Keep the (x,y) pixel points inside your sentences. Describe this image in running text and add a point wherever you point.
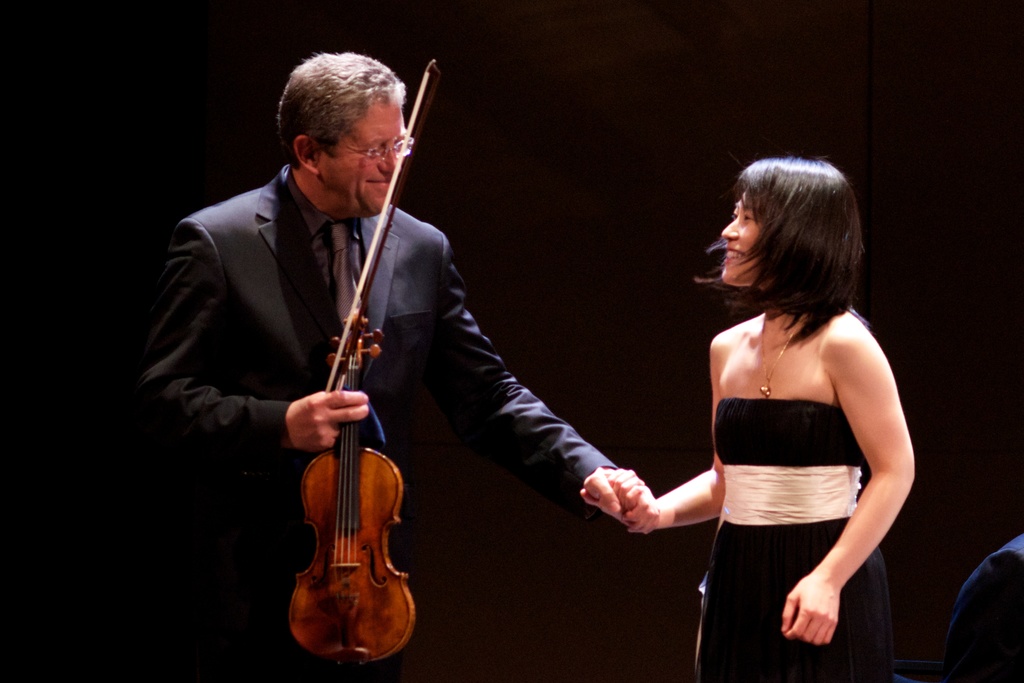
In the image there are two people (737,424). The man (349,114) standing on the left side (289,464) is holding a violin (359,484) in his hand (358,413). He is smiling and the girl (783,358) standing next to him is holding his hand (631,501). She is wearing a black dress (770,514).
